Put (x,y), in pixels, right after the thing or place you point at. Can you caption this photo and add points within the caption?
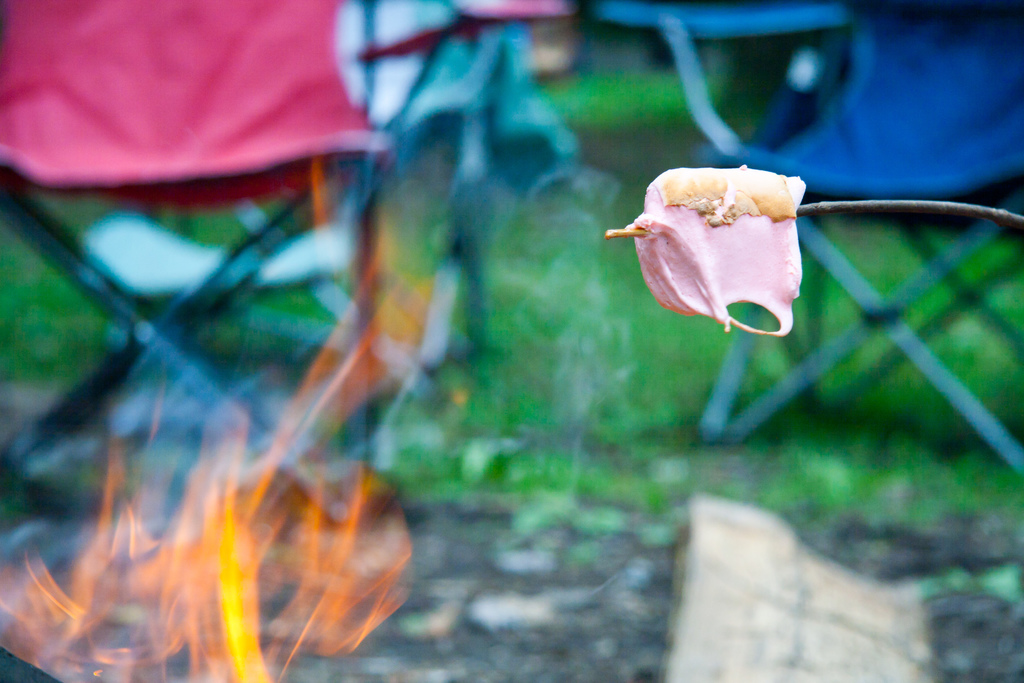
It seems like a food object (728,237) on the stem (886,204) in the foreground of the image (776,295). In the background (420,422), we can see fire (337,585), grassy land (534,295) and chairs (280,75).
